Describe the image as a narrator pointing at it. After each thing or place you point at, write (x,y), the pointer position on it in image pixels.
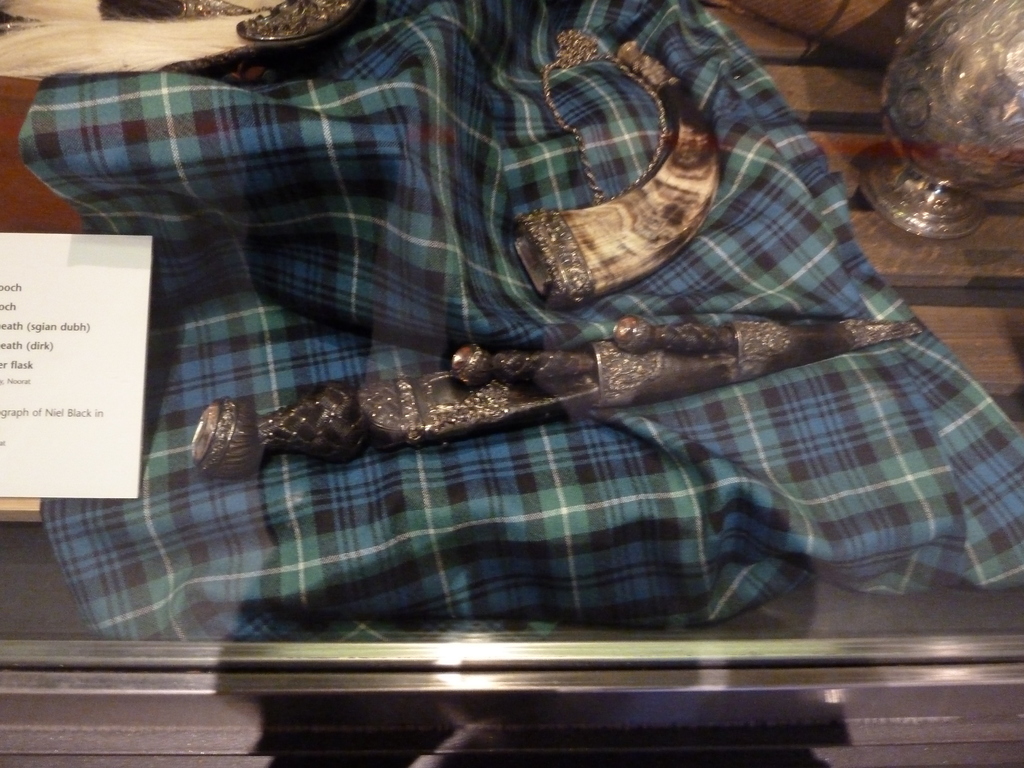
In this picture there are few objects (640,348) placed on a cloth (516,444) and there is a paper (39,341) which has something written on it in the left corner (55,359) and there are some other objects (949,103) in the right corner (949,108).
